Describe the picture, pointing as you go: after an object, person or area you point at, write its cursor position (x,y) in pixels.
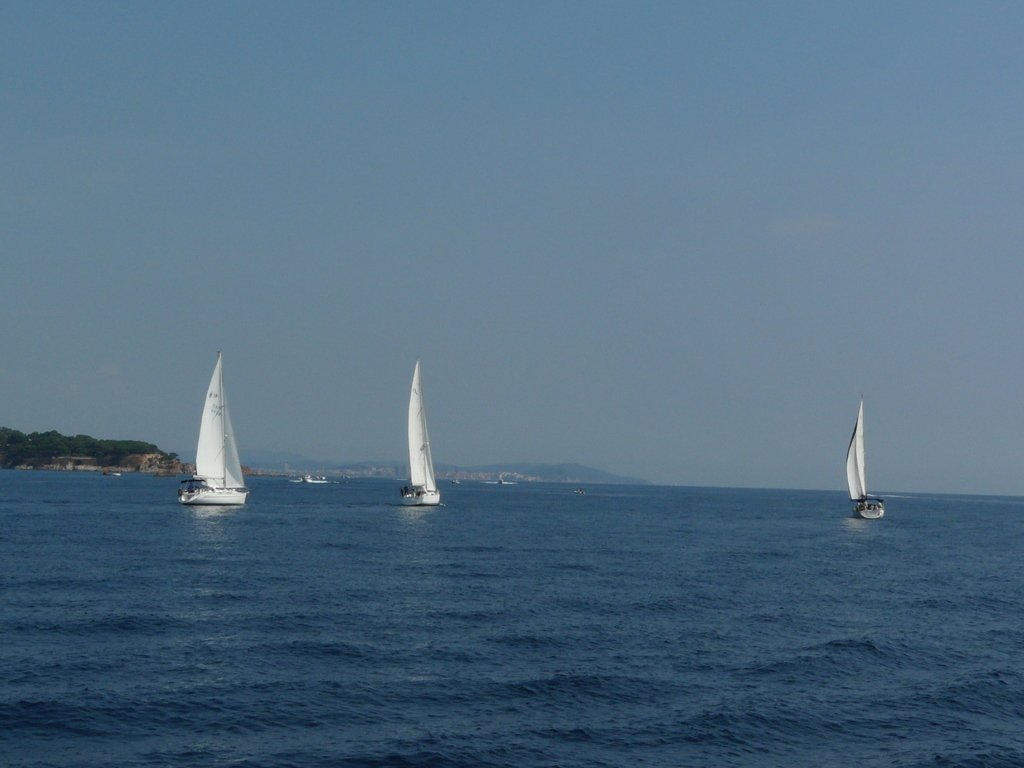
In this picture we can see boats (225,501) on water (532,484), mountains (60,469), trees (113,452) and in the background (319,296) we can see the sky (438,345).
